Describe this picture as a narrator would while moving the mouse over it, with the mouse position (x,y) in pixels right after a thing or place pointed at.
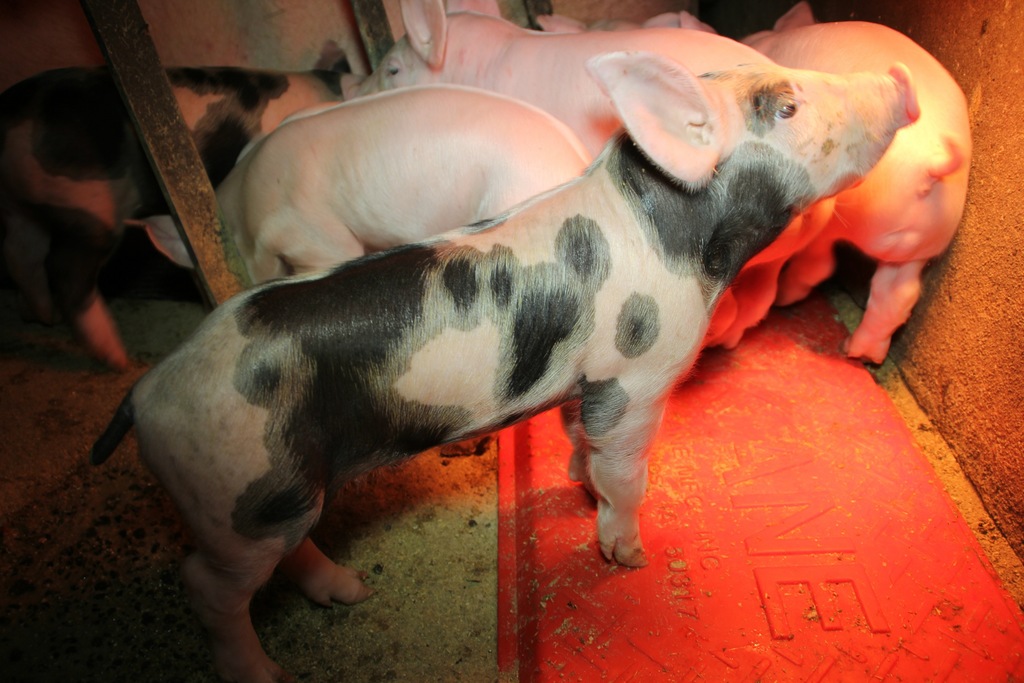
In this image we can see some pigs (303,186) which are in pink color and some are in pink and black color and in the background of the image (976,114) there is a wall (999,146).
